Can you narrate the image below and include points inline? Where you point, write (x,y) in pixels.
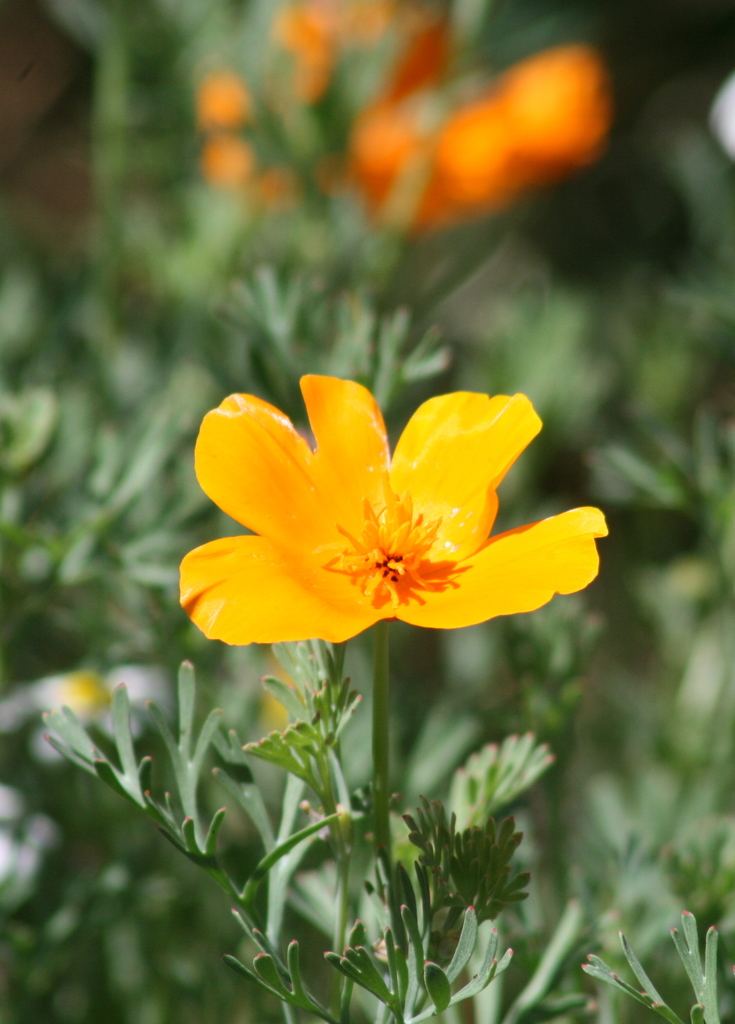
We can see flower (276,510) and plants (88,536). In the background (356,104) it is blur.
